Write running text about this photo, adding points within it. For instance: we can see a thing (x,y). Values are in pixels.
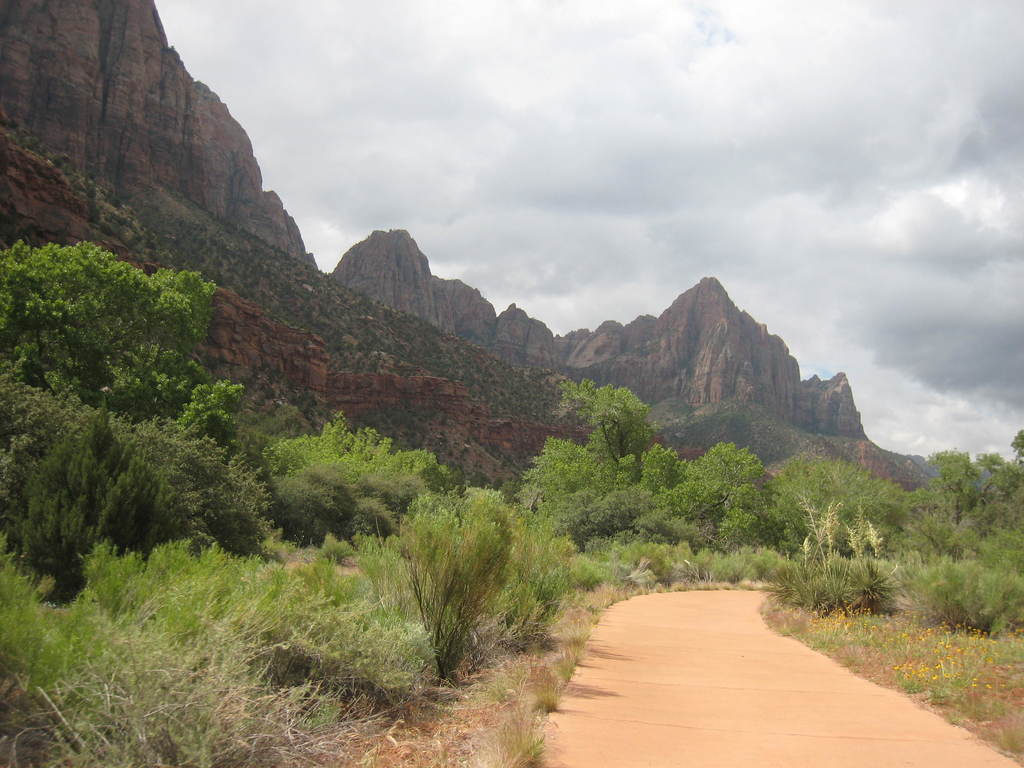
In this image I can see the road (737,679). On both sides of the road (758,736) I can see the grass (958,678) and trees (557,515). In the background (596,500) I can see the trees (624,478), mountains (728,304), clouds (741,208) and the sky (775,149).
